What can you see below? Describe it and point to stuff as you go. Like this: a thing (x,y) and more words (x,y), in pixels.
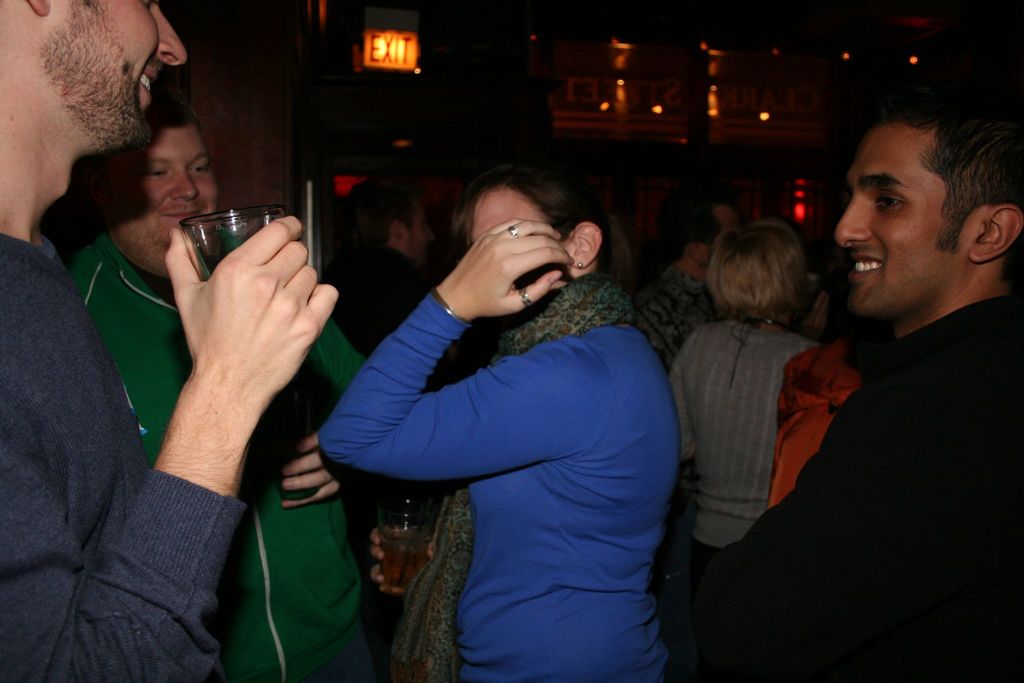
In this image, there are a few people (763,394). In the background (228,99), we can see the wall (209,91). We can also see some boards (793,83) with text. We can also see some lights (712,85).
